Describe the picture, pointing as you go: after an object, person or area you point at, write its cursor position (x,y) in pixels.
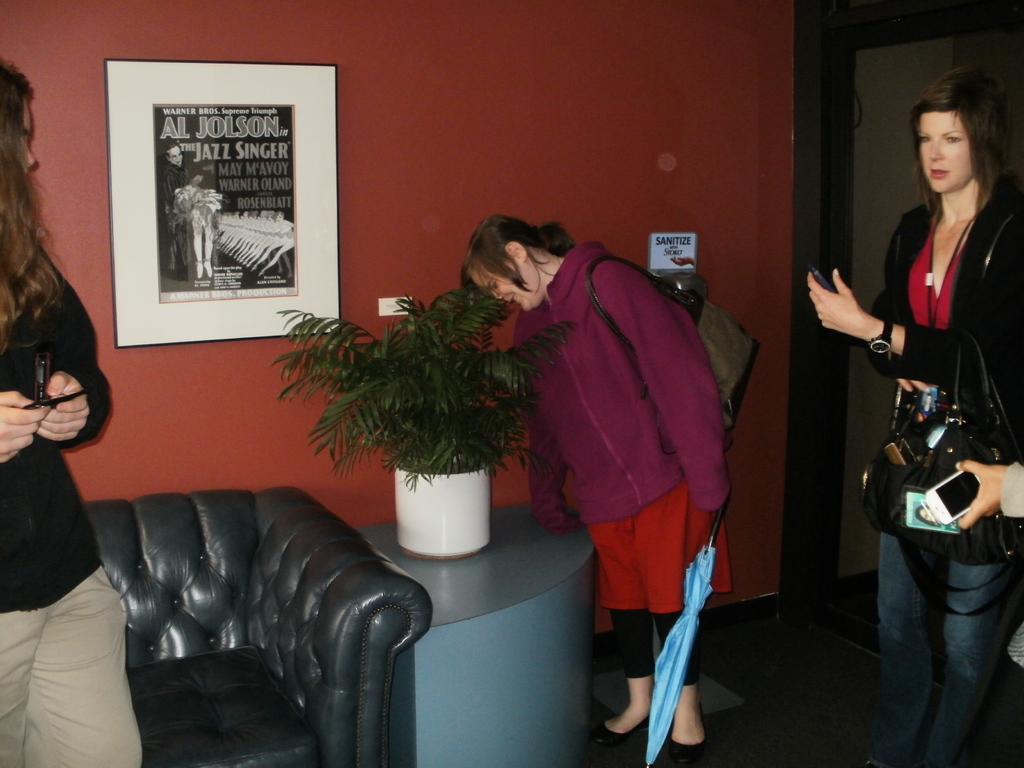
In this image we can see some people (565,507) standing on the floor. In that a woman (678,599) is holding an umbrella (691,603). We can also see a sofa (280,634), a plant (429,337) on the table (457,597), a photo frame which is hanged to the wall (351,241) and a switch board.
